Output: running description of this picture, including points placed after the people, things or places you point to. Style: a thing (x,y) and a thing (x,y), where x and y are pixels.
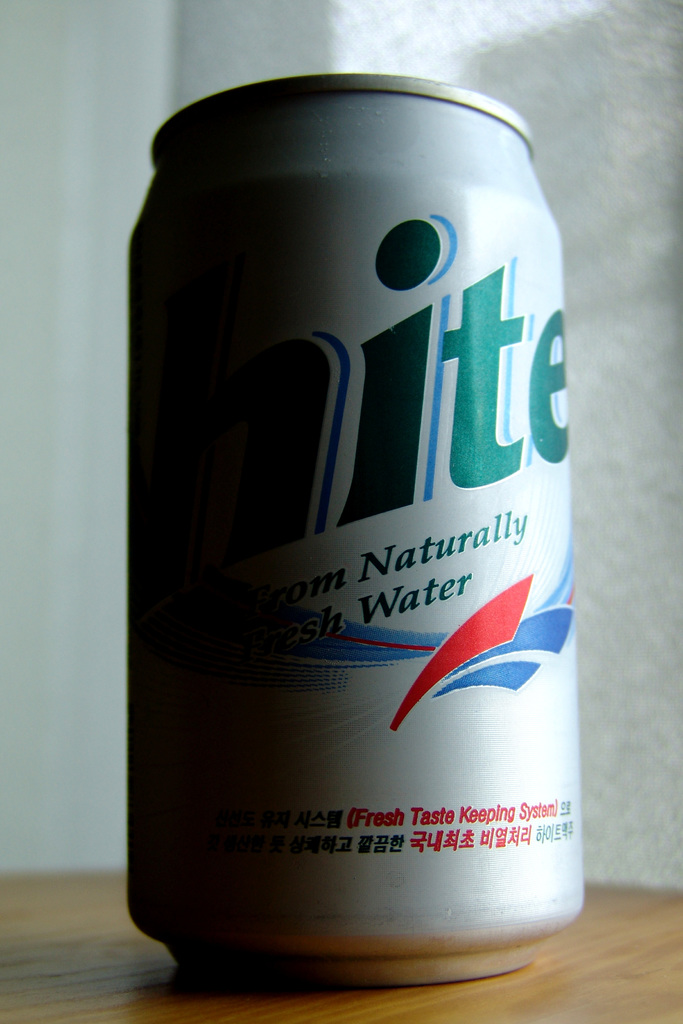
Bottom of the image (282,995) there is a table (493,1013), on the table (100,978) there is a tin (278,584). Behind the tin (327,670) there's a wall (653,656).
